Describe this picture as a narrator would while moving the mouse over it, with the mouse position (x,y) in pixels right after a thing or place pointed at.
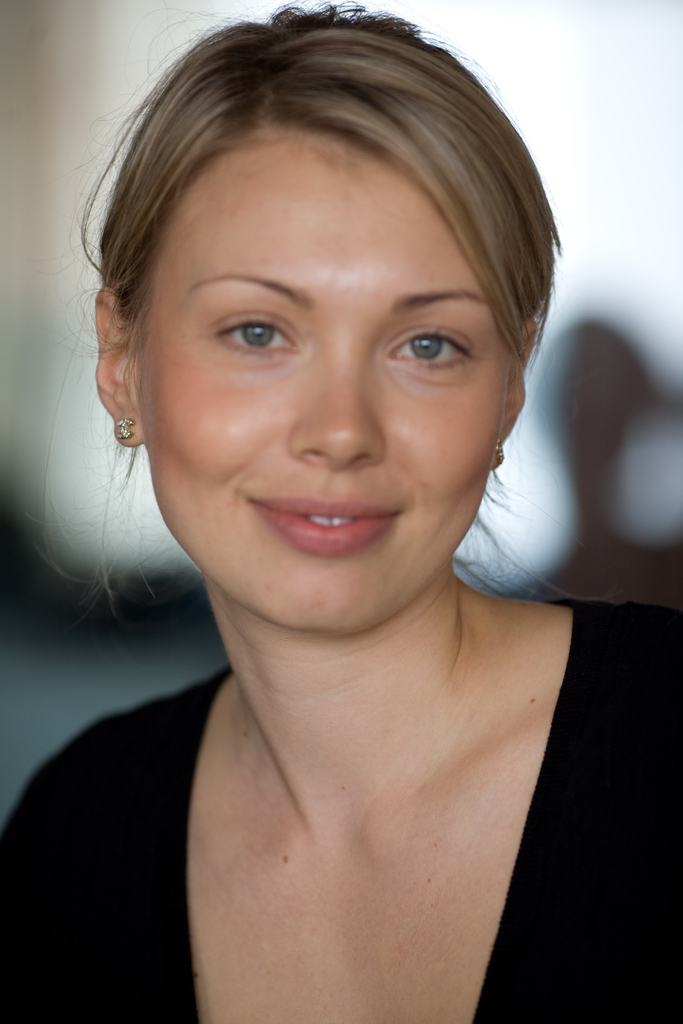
In this image we can see one woman (281,851) in the black dress (656,957) and the background (80,674) is blurred.
